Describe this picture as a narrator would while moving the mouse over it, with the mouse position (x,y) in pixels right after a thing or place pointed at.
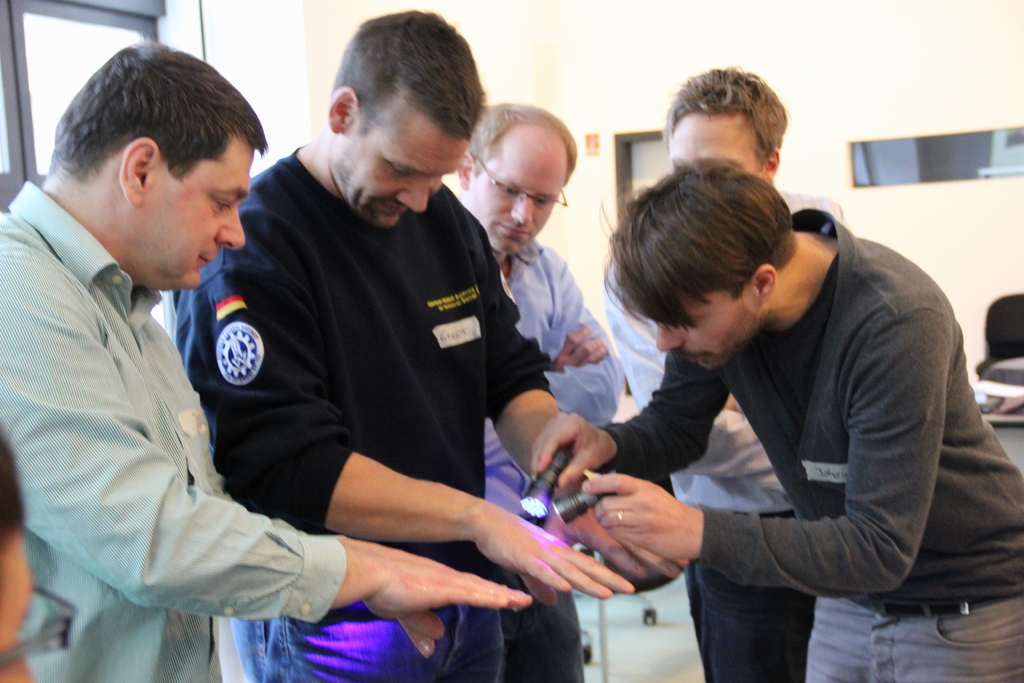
In this image we can see some people (155,447) are standing, one glass window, one sticker (596,149) attached to the wall (599,162), one man (16,638) sitting left side (6,664) corner of the image, one chair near to the table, some objects (1013,403) on the table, one man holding two torch lights (567,509) and some objects (646,612) on the floor (645,659).
